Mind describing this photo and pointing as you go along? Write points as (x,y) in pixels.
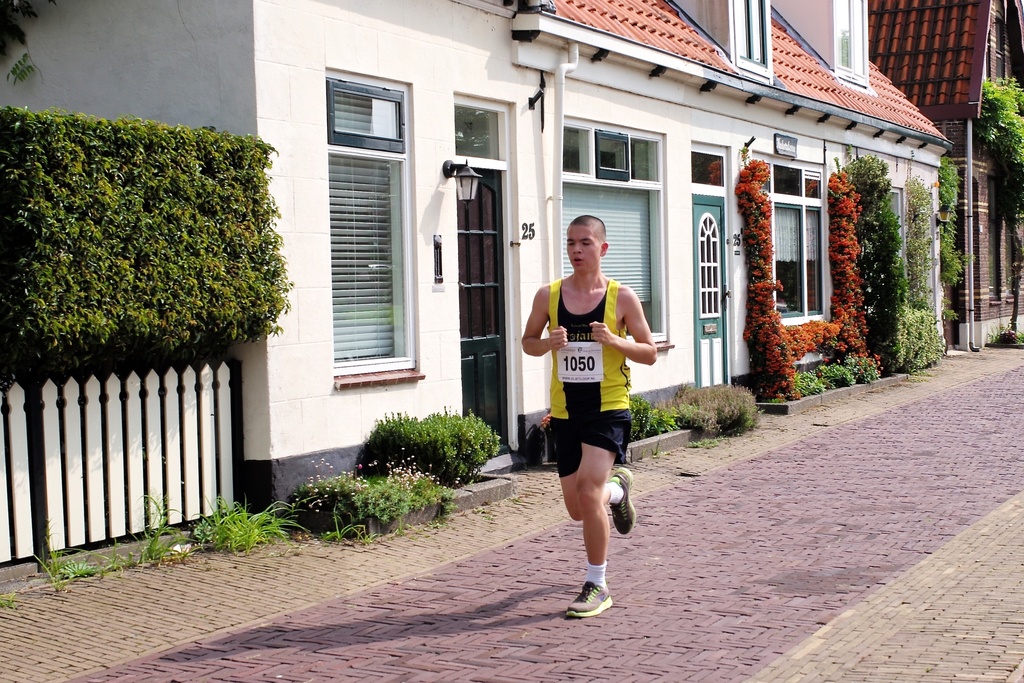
In this image I can see a person (599,393) jogging. In the background (420,456), I can see the plants (371,480) and the houses (586,109).
